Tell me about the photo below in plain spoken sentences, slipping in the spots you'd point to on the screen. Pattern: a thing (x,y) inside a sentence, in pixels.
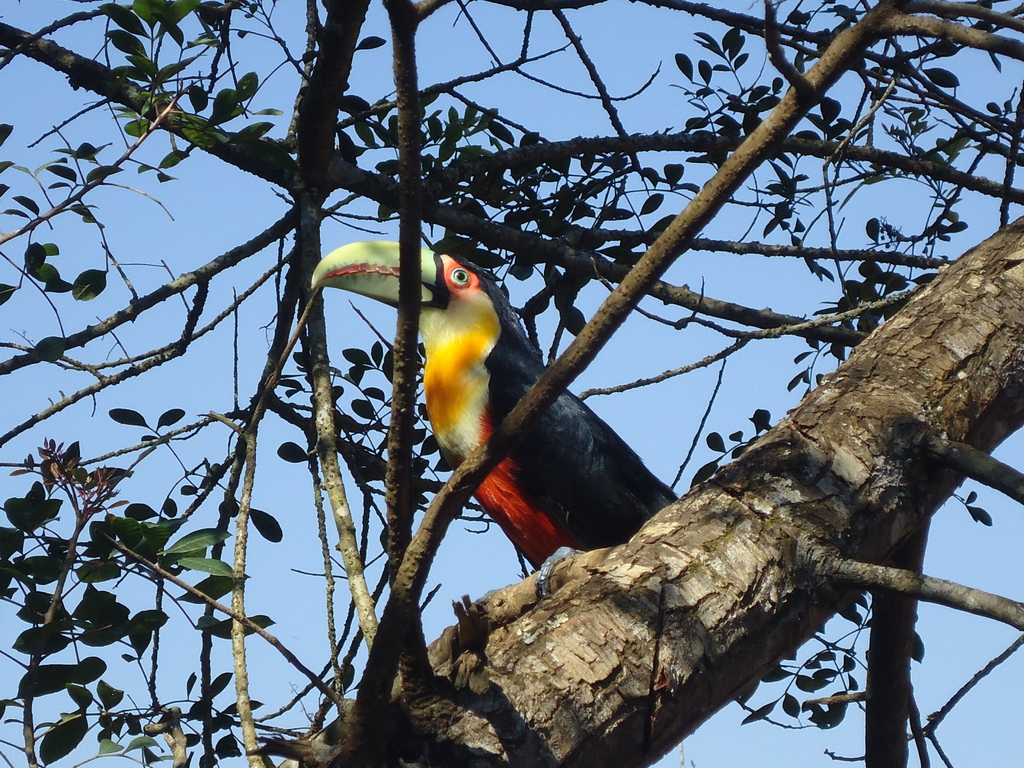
In the foreground of this image (515,455), there is a toucan (562,457) on a tree (603,600). In the background (650,357), there is the sky (604,363).
